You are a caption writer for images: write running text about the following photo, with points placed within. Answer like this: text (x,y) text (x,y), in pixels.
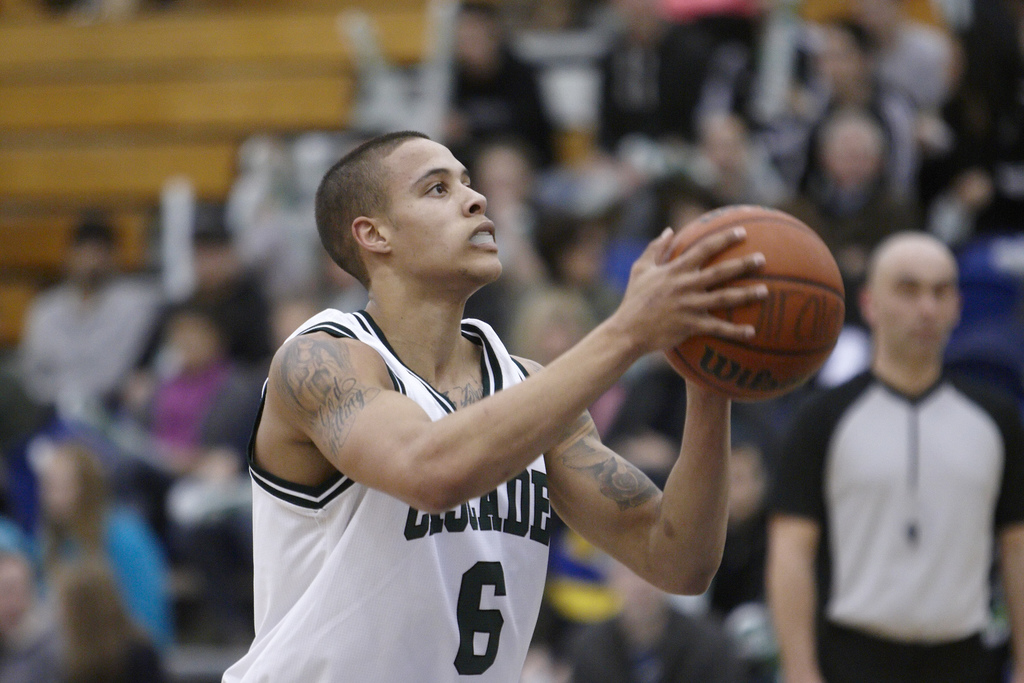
In this image we can see a person (393,398) is holding a ball (695,225). There is a blur background (1015,114) and we can see people (875,457).
